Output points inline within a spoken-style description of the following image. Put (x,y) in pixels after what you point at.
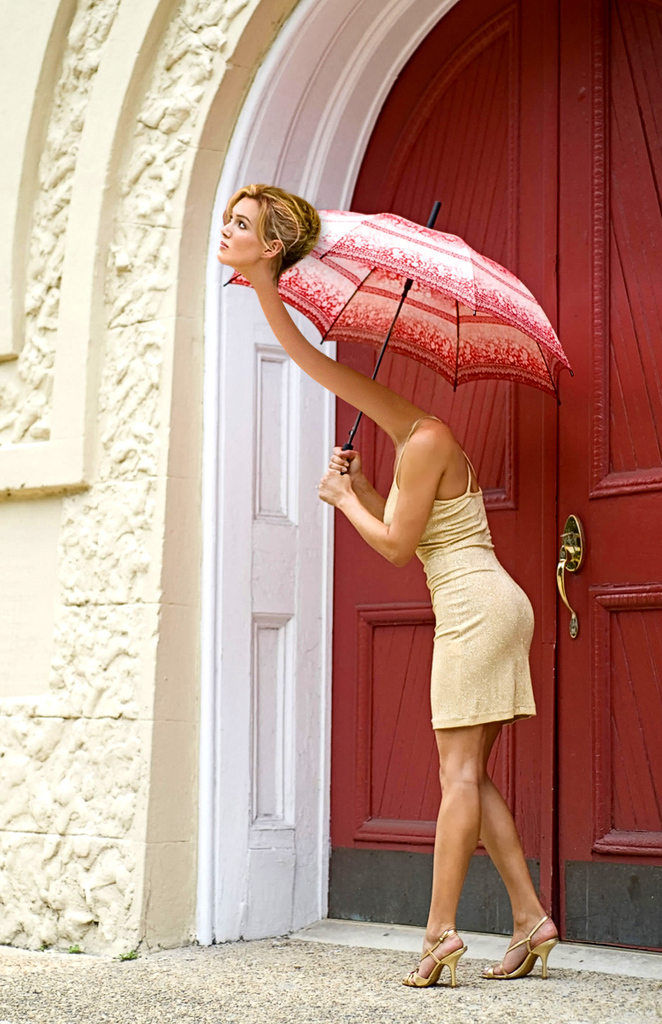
In this image I can see the person (406,532) standing and holding an umbrella (417,343). The person (303,358) is wearing the cream color dress (441,615) and an umbrella (511,327) is in red and white color. To the side I can see the red color door (422,178) and the wall (53,278).
